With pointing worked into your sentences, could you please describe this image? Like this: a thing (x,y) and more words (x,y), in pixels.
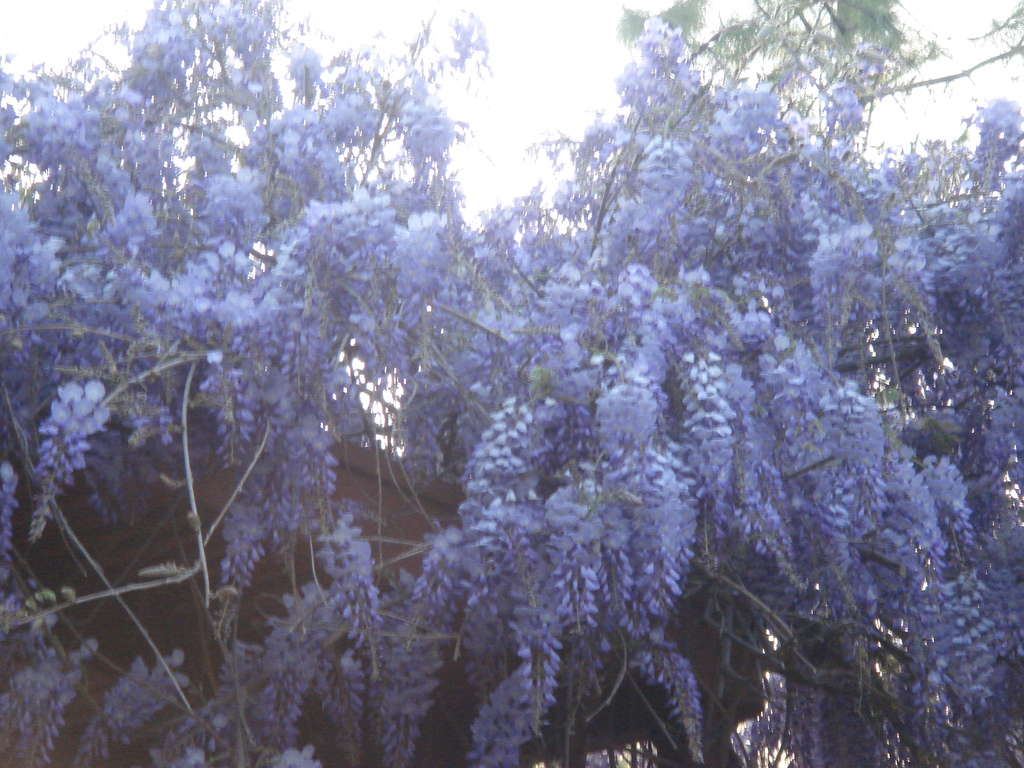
In this picture we can see a tree (445,238) with many purple flowers (464,286).
